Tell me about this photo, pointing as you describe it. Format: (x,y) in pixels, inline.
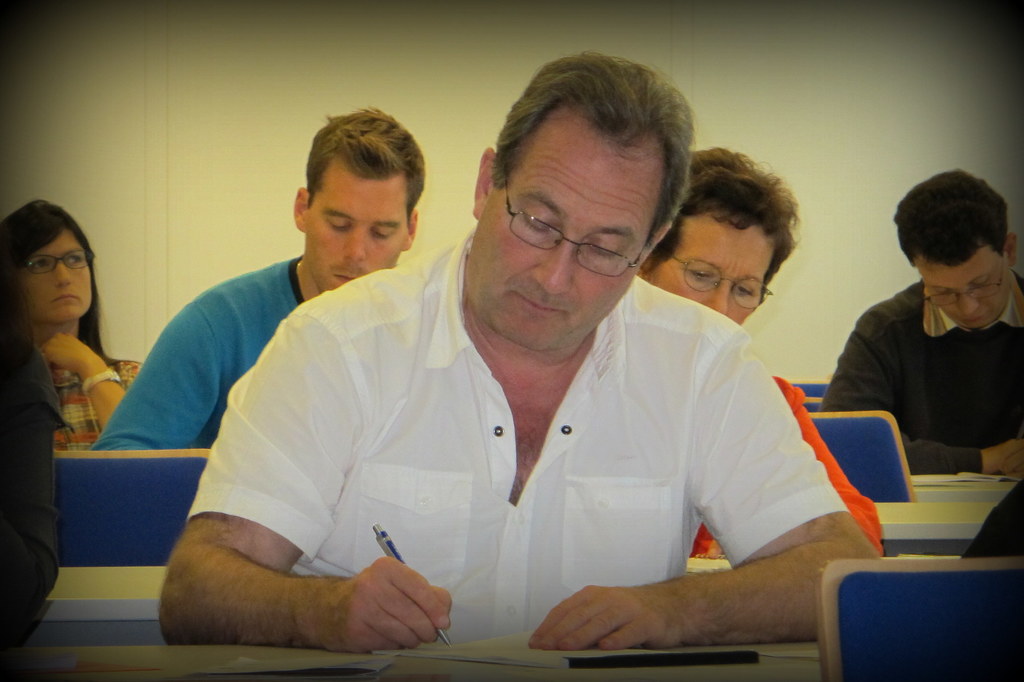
In the image there is a man (432,356) in the foreground (494,344), he sitting and writing something on a book (601,664) and behind him there are few other people (891,325), they are also sitting and in the background (416,128) there is a wall (813,172).
